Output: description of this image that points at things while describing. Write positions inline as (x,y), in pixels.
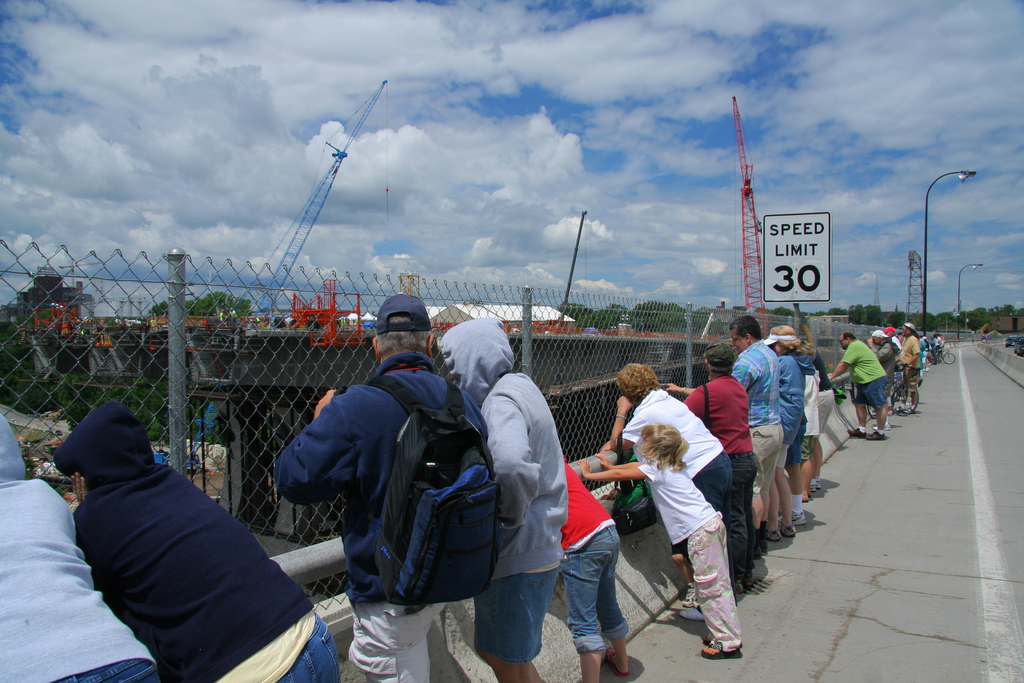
There are people (902,345) standing on the road (837,643) and we can see bicycles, fence (176,329), board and rods (179,349), through this fence (344,539) we can see shed (451,309), cranes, trees (137,395) and bridge (146,359). In the background (928,317) we can see trees (945,325), lights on poles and sky (646,52) with clouds (620,212).
